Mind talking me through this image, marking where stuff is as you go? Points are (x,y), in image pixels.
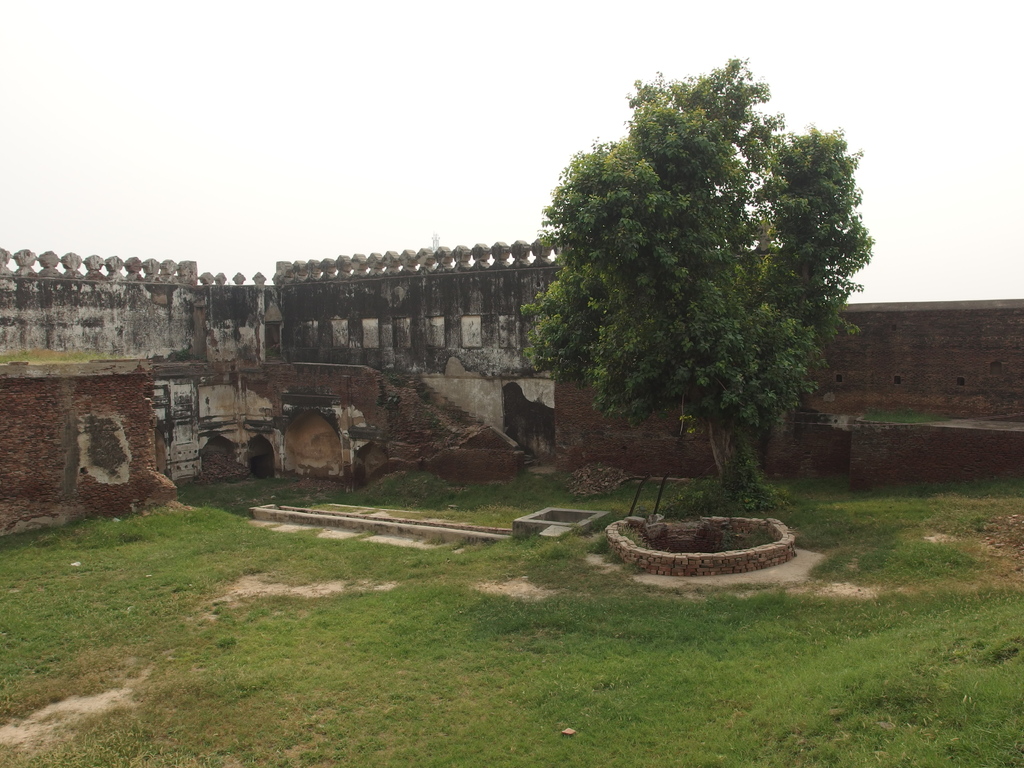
In this image at front (639,702) there's grass (431,658) on the surface (607,649). At the back side (782,461) there is a tree (682,357) and a wall (388,302).
